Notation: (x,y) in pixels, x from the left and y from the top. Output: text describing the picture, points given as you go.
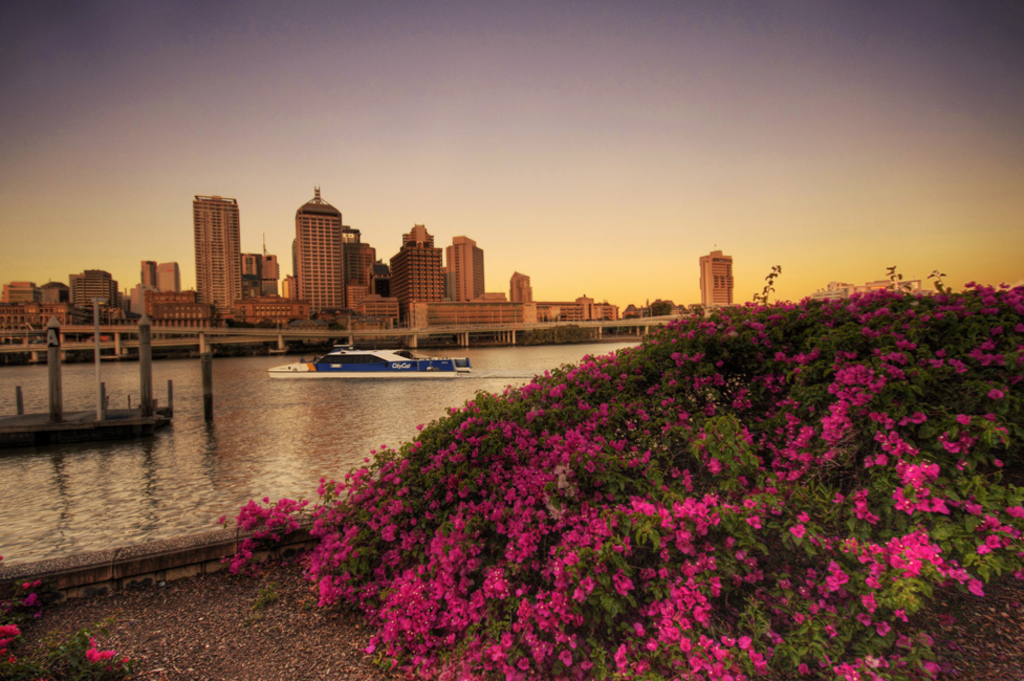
In this image, we can see some plants (696,414). There is a boat (333,368) floating on the water (304,434). There are some buildings (387,274) in the middle of the image (387,274). There is a dock (96,407) on the left side of the image (85,413). There is a sky (437,88) at the top of the image (438,82).
